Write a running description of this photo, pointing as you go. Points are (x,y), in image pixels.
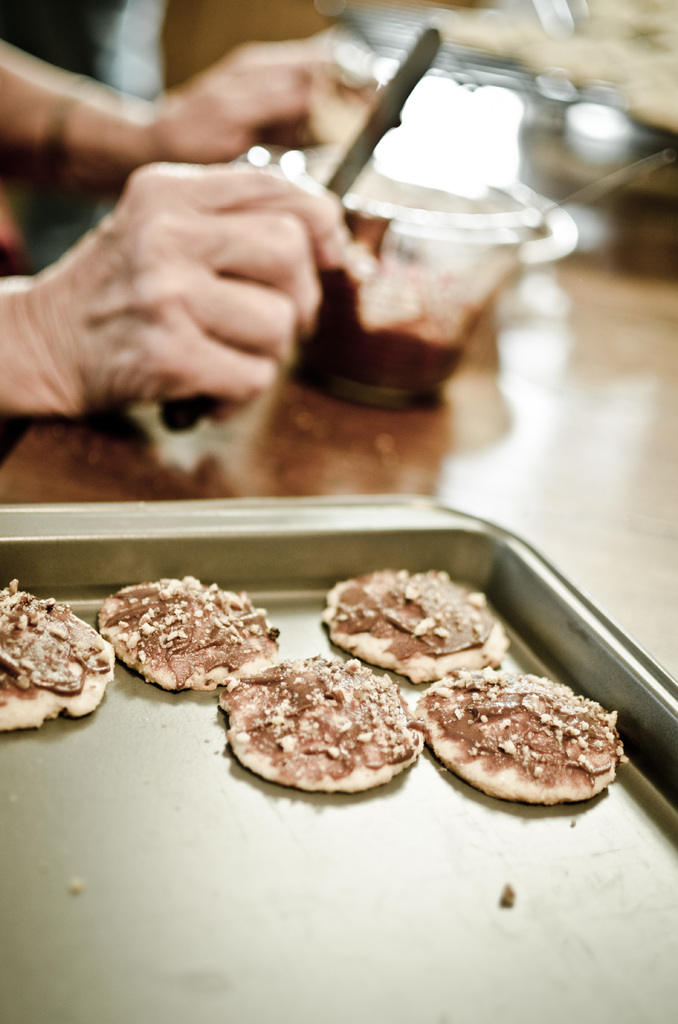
In this image we can see some cookies (345,726) placed in a tray (427,521). We can also see the small glass (440,208) with a syrup (419,344) placed on the wooden table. On the left (117,135) there is also some person (215,228) holding the knife (404,76).
